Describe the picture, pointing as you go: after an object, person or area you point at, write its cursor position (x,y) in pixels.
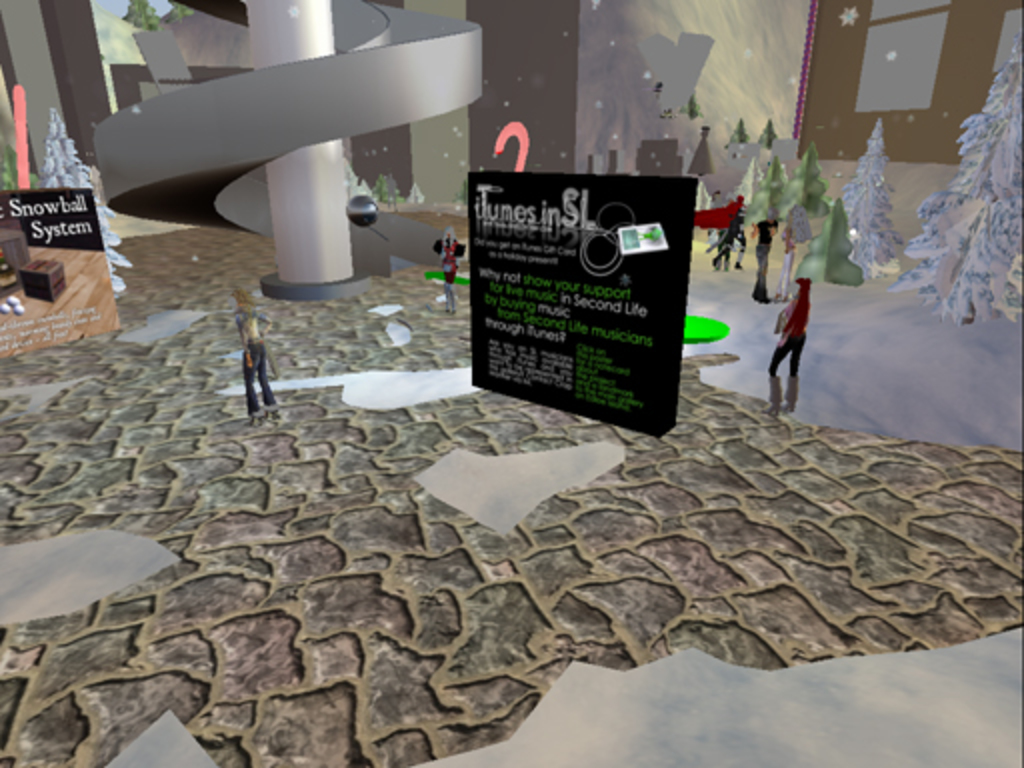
In the picture it is an animation. We can see trees (867,222), people (798,314) and boards (13,273). And we can also see some balls (373,214). In the top left corner of the image (66,246) we can see a board (66,226) with something written on it.
